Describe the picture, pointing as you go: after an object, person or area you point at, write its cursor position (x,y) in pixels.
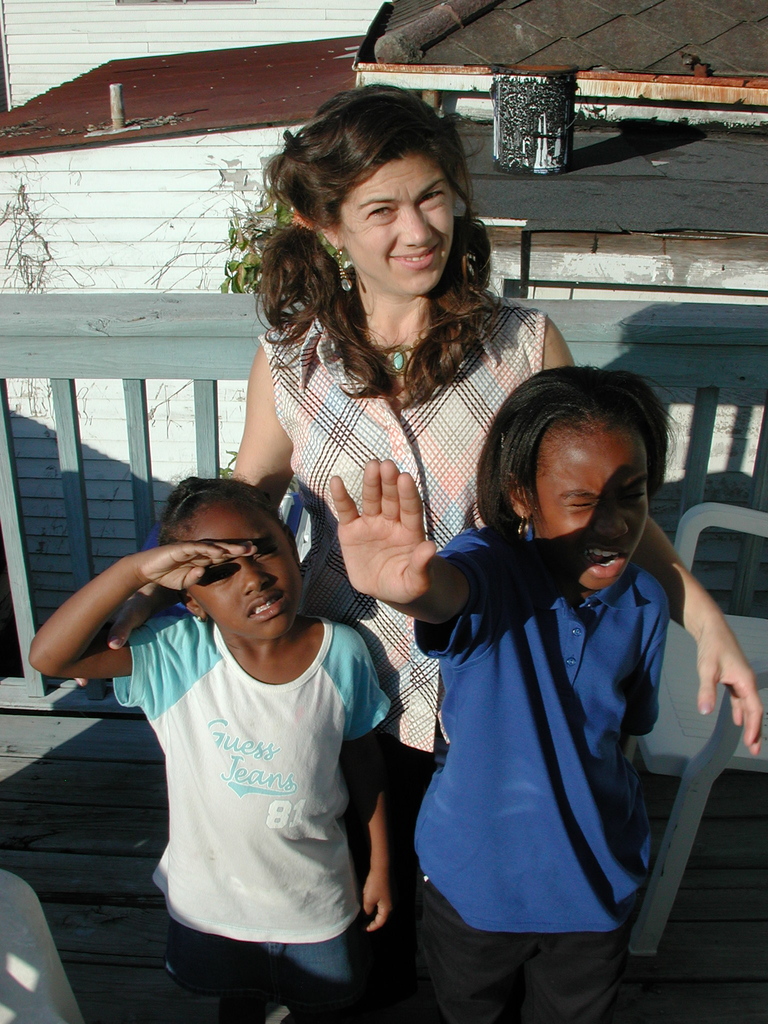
In this image I can see few people (417,520) are standing and wearing different color dress (503,538). I can see a chair (767,618), fencing (705,439) and few objects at back (16,372).
